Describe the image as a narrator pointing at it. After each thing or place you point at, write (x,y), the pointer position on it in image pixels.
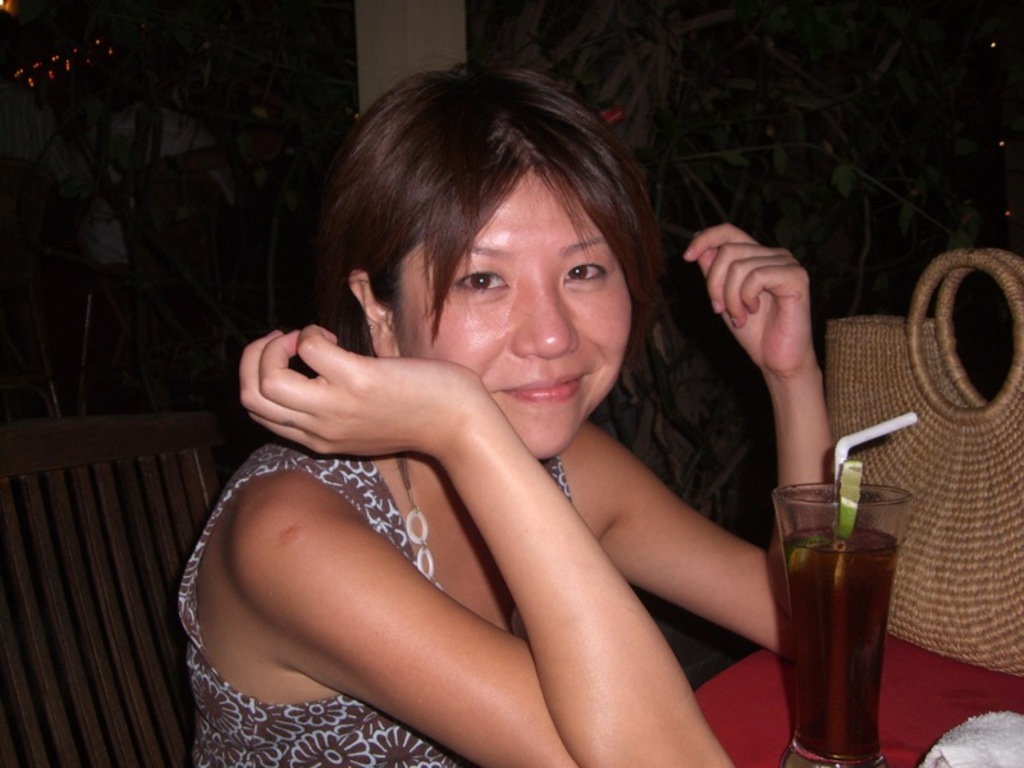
In this picture we can see a woman (288,628) is sitting on a chair (49,599). In front of the woman (590,657), it looks like a table (755,689). On the table (786,730) there is a handbag (952,578), a cloth (1001,760) and a glass (835,599). Behind the woman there is the pole (447,34) and trees (844,53).
